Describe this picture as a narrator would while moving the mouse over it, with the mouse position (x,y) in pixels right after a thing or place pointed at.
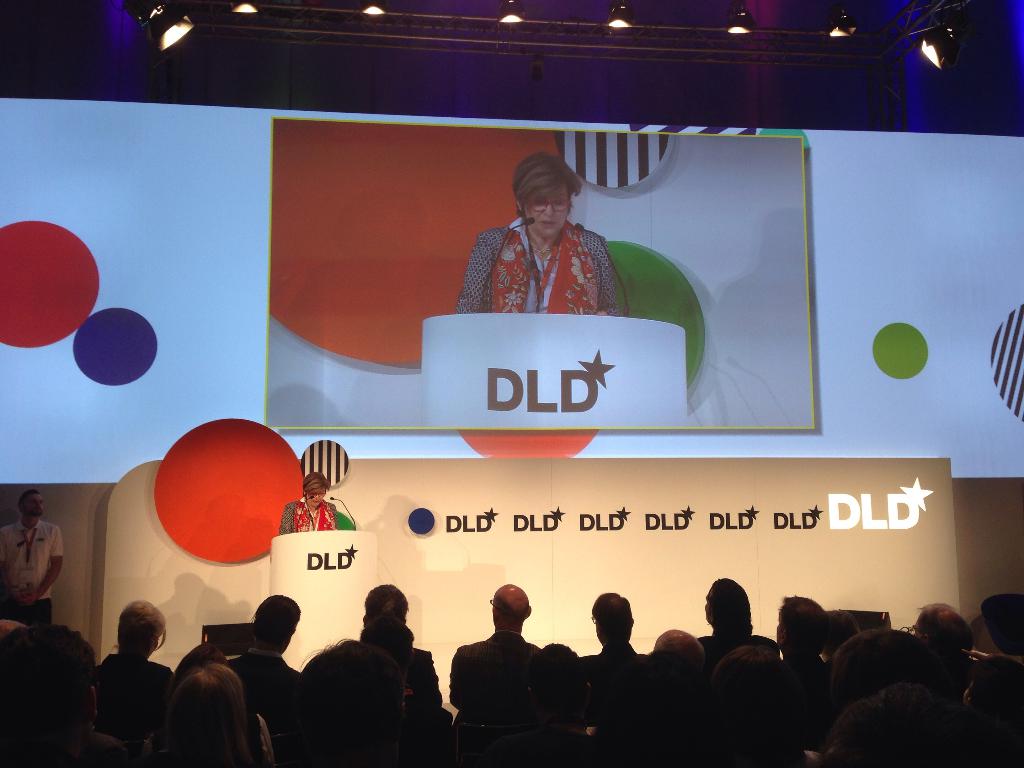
At the bottom of the image (125,634) there are people (91,675) sitting. In the background of the image (412,363) there is a screen (70,140). In the center of the image (457,400) there is a lady (306,514) standing near a podium (331,551).
